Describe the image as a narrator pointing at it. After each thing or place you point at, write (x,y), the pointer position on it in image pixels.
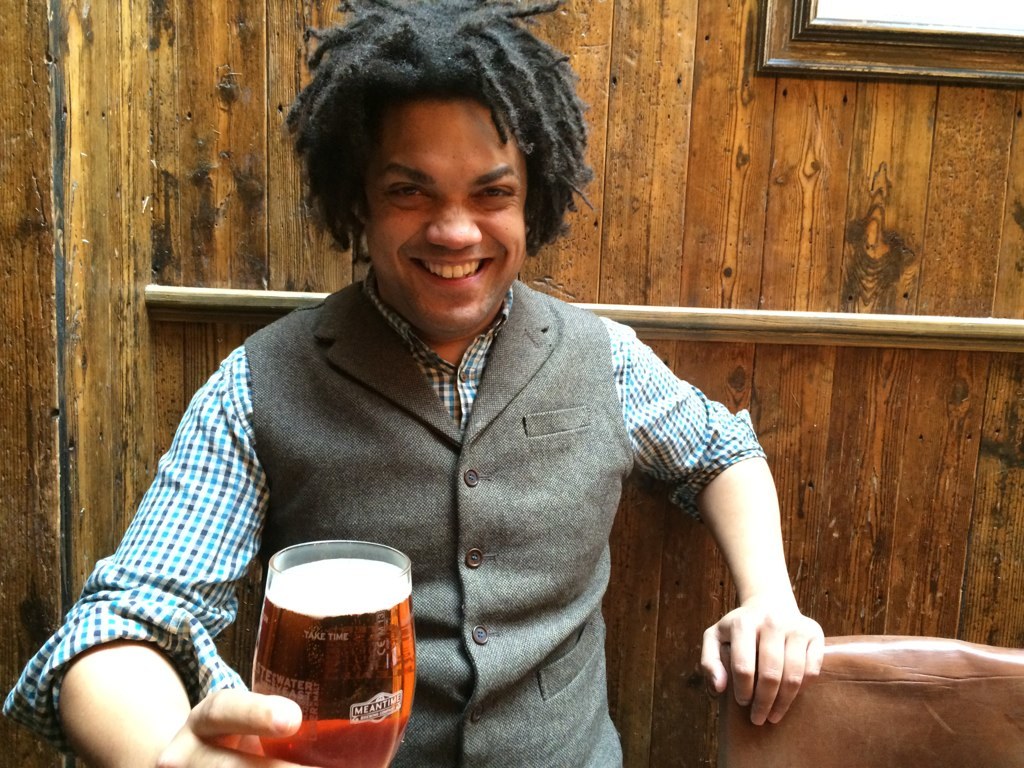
This image consists of man (507,482) wearing a waistcoat (510,472) smiling and holding a beer glass (328,614) and back side of him its wooden wall (149,153).
